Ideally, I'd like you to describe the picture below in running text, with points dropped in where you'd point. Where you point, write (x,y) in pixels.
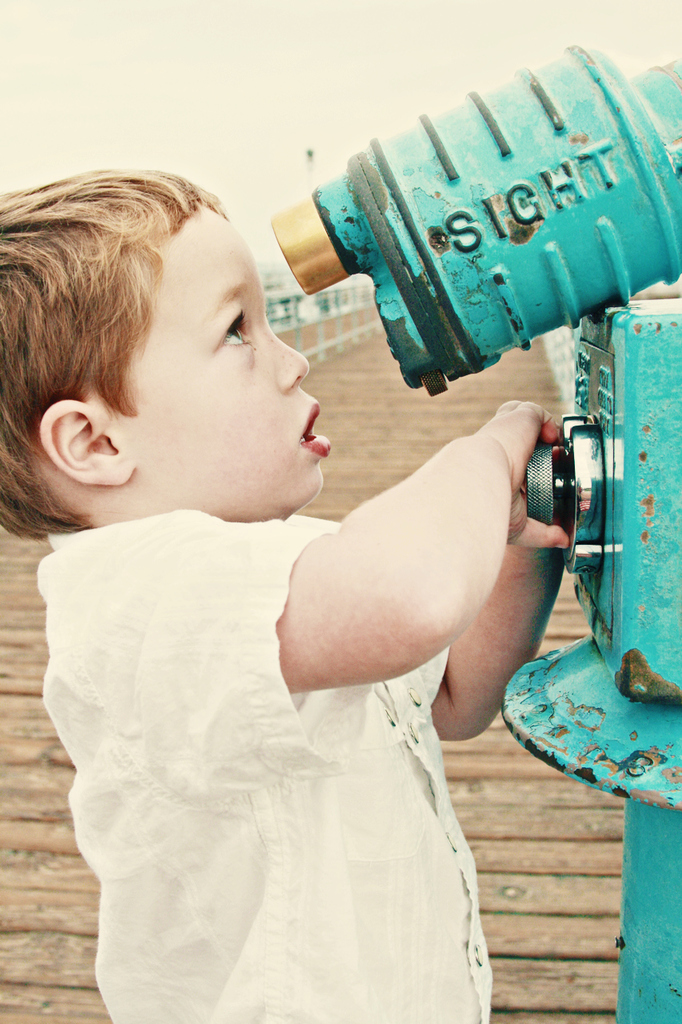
In this picture I can observe a small boy (176,461) wearing white color shirt (277,758). He is looking at this blue color equipment (539,252). I can observe some text (571,184) on this equipment (573,229). In the background (353,407) there is a path (377,356).
